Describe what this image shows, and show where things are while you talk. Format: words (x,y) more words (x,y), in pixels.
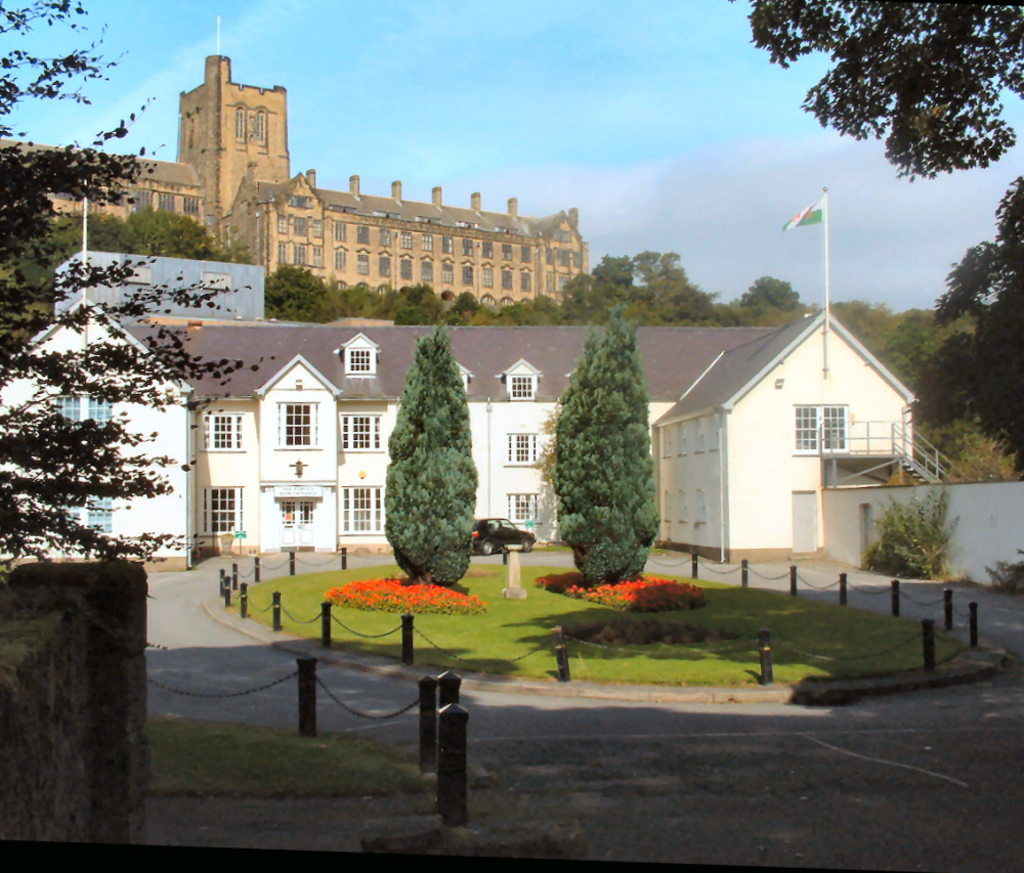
This image is taken outdoors. At the top of the image (388,123) there is the sky (118,84) with clouds (833,222). At the bottom of the image (479,806) there is a road (402,804). On the left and right sides of the image there are two trees (69,67). In the middle of the image (505,366) there is a building (270,394) with walls (373,454), windows (813,423), doors (285,523), grills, railings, stairs (899,466) and roofs (780,342). There is a flag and there are a few trees (393,474) and plants (541,578) on the ground (743,604). There is a rope fence (318,618). A car (503,541) is parked on the ground (496,560). In the background (882,352) there are many trees (198,253) and there is a building (279,205).
